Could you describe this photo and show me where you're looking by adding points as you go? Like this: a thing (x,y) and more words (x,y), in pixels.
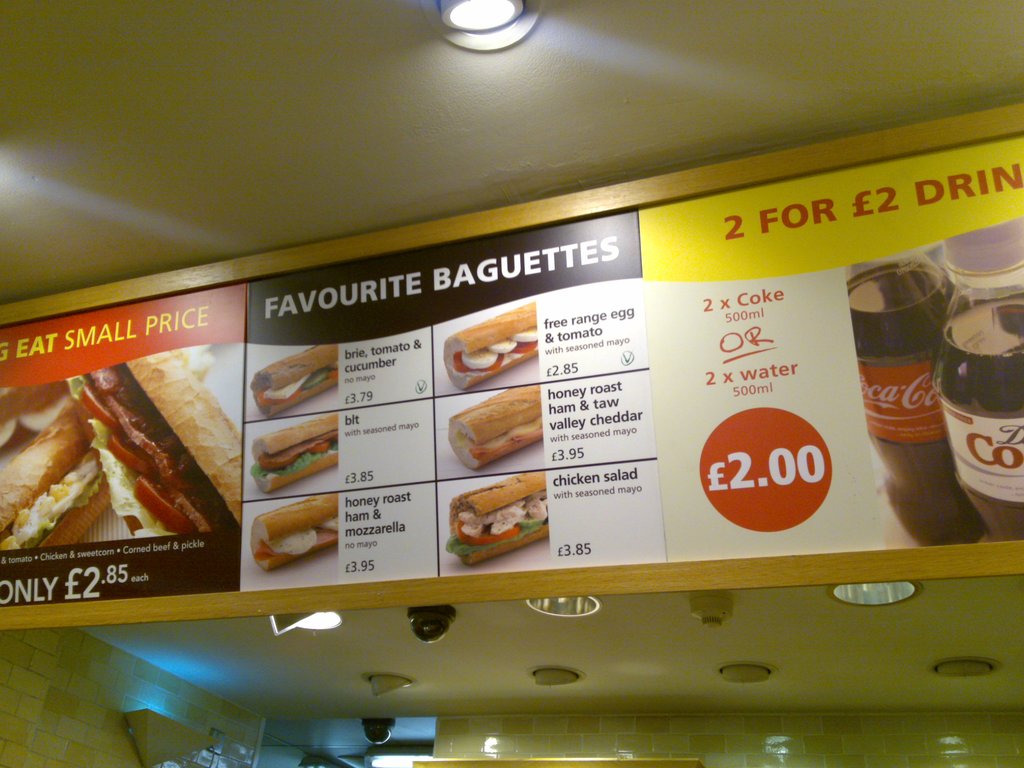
In the center of the image (474,463) there is a board (850,413). At the top (463,25) we can see lights (483,25). In the background (534,736) there is a wall (516,744).
